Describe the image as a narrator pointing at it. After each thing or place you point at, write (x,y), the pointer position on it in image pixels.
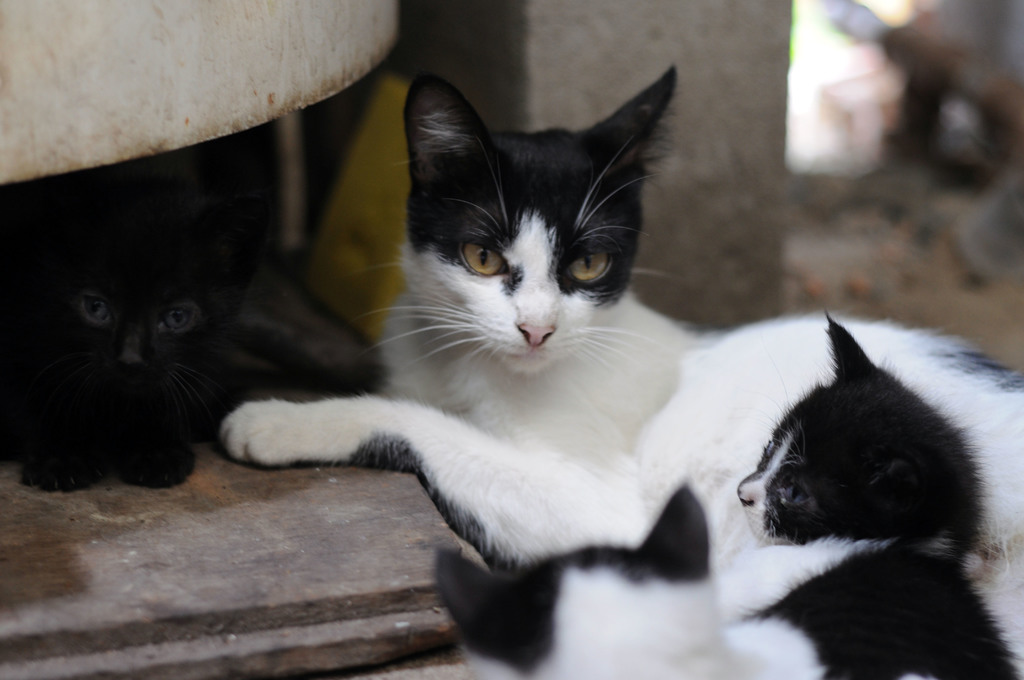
In this image we can see cats (618,411). In the background of the image (628,84) there is a pillar (668,56). To the left side of the image (104,586) there is a wooden flooring (158,607).
